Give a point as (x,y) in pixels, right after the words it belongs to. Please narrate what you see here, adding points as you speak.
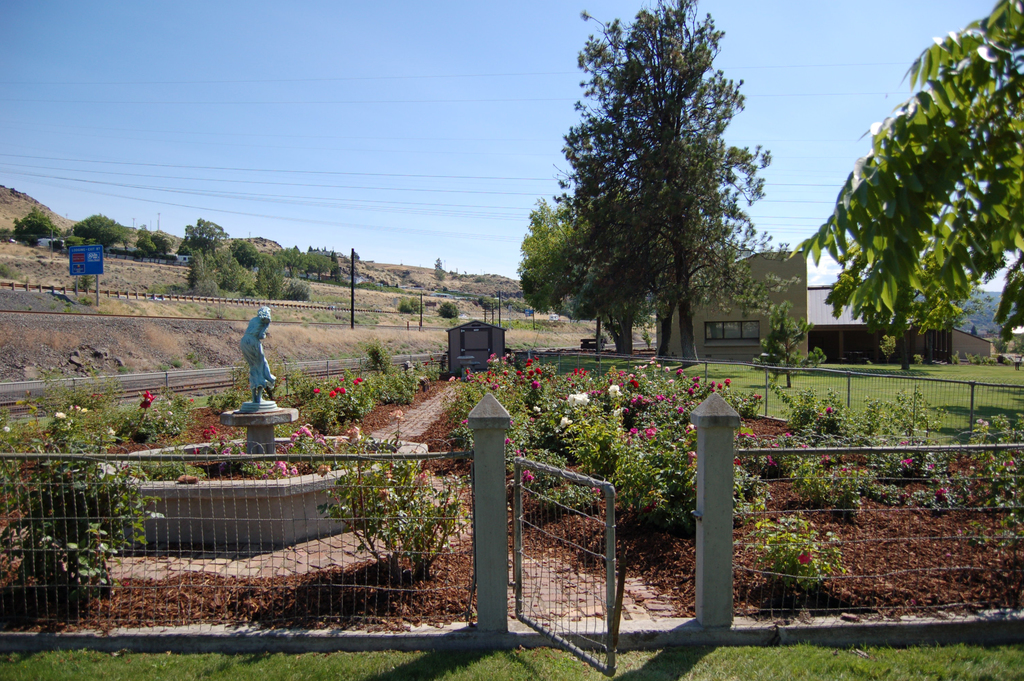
In this picture we can see some plants (628,466), flowers (773,457), soil (627,529) and grass (708,650) at the bottom (820,574), we can see fencing (702,592) and a gate (559,576) in the front (566,572), in the background (910,362) there is a house (746,321), trees (782,321), a pole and a board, there is the sky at the top of the picture (271,118).
